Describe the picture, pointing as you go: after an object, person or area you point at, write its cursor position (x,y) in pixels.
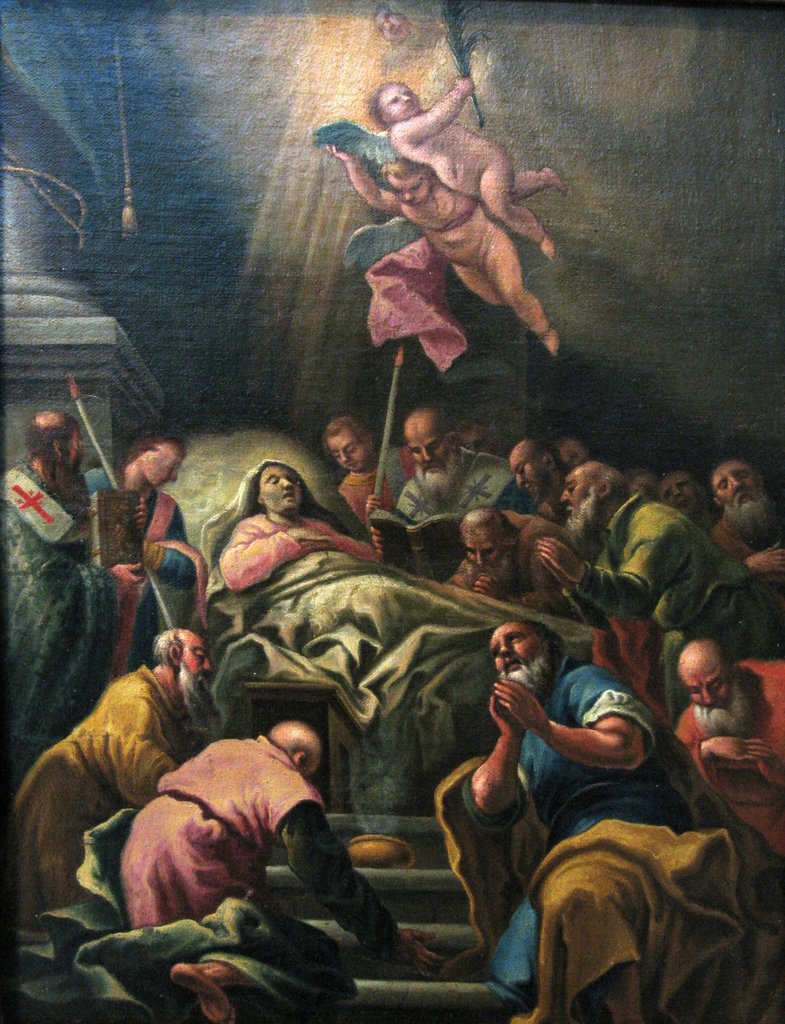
This is the picture of the painting (310,693). In this picture, we see a woman (229,553) is lying on a bed (371,625). Beside her, we see the people (534,521) are standing. At the bottom (260,826), we see the staircase (407,878) and we see four people (415,959). On the left side (31,247), we see a pillar (92,337). At the top (392,333), we see the two people (383,173) are flying.
